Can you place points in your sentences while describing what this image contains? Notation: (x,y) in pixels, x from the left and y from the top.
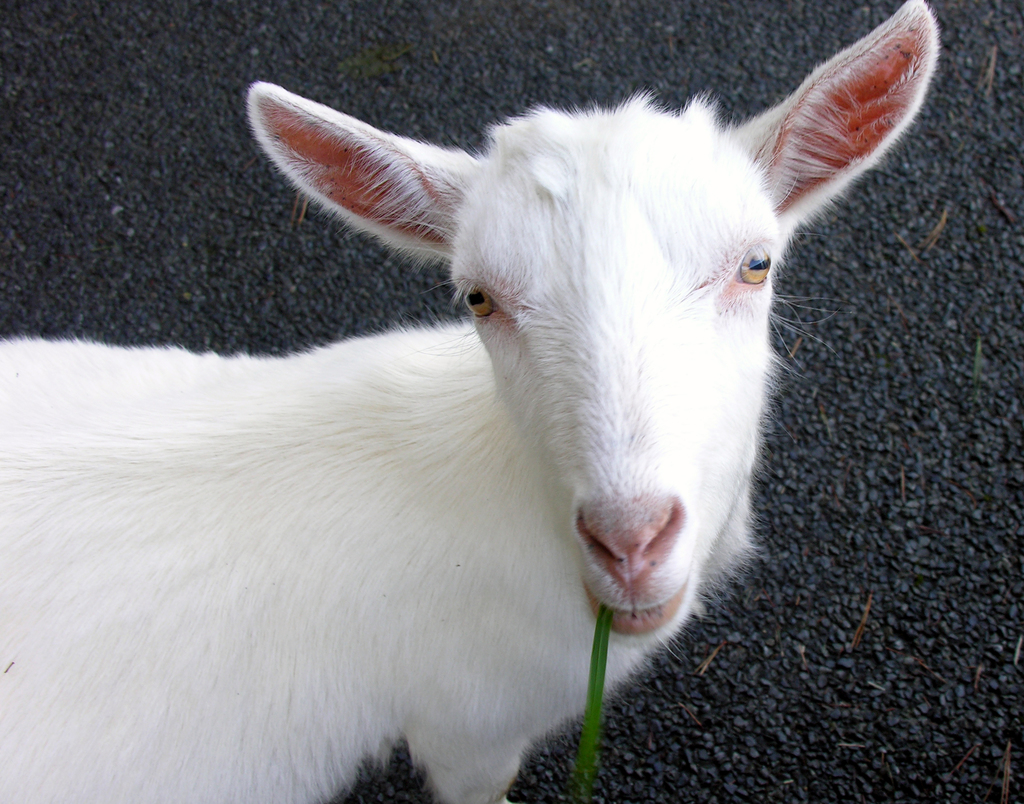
In this image we can see an animal (513,574). In the background (796,566) there is a road (305,270).
